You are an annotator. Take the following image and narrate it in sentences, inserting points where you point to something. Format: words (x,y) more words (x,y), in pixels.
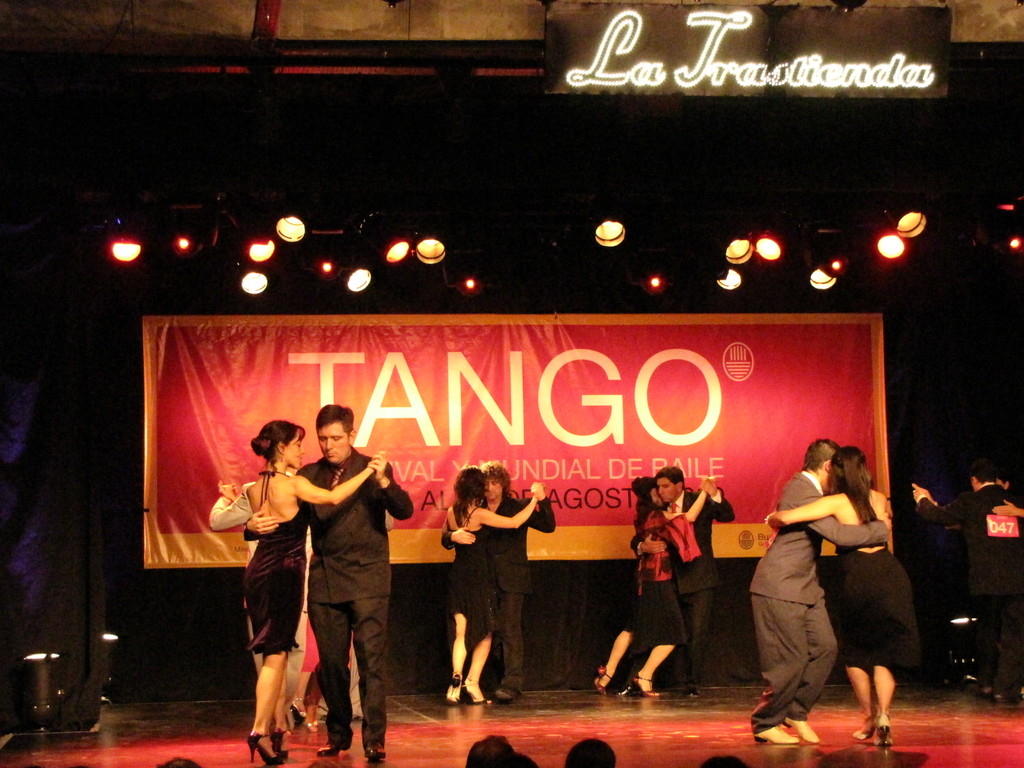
In this picture we can see six couples (442,541) dancing on stage (199,761) and in the background (186,436) we can see a banner (563,351), lights (817,276).
